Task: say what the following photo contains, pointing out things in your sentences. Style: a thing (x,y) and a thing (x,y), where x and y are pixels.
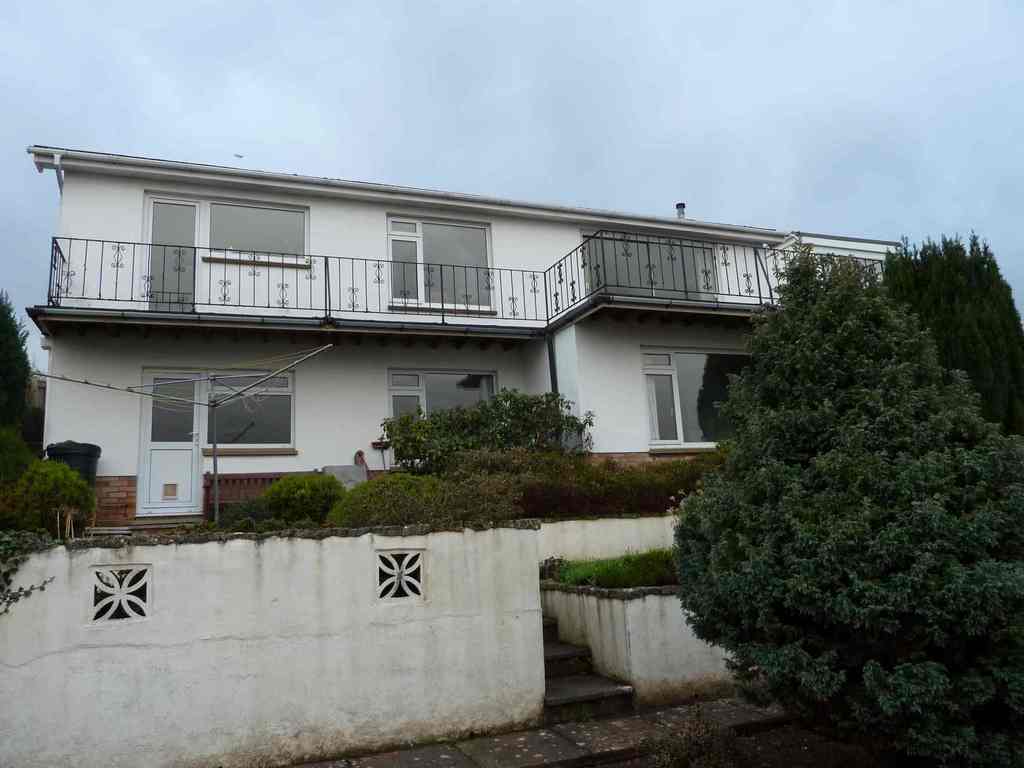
It is the image of a house (377,367), in front of the house (338,430) there is a lot of greenery (787,551) and trees (801,383) and in the background (619,184) there is a sky (665,199).
